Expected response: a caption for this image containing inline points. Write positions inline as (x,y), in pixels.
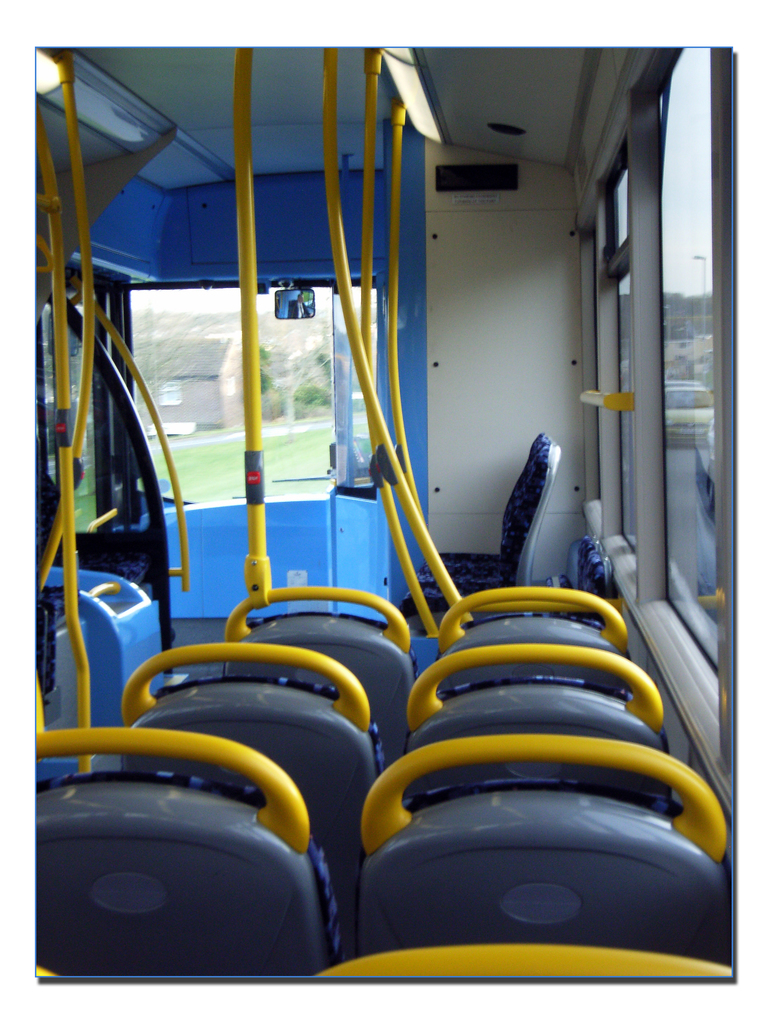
In this image I can see a inner part of vehicle (410,513). I can see few seats (385,692), yellow poles (250,234) and glass windows (679,345). Back I can see few trees (163,331).
